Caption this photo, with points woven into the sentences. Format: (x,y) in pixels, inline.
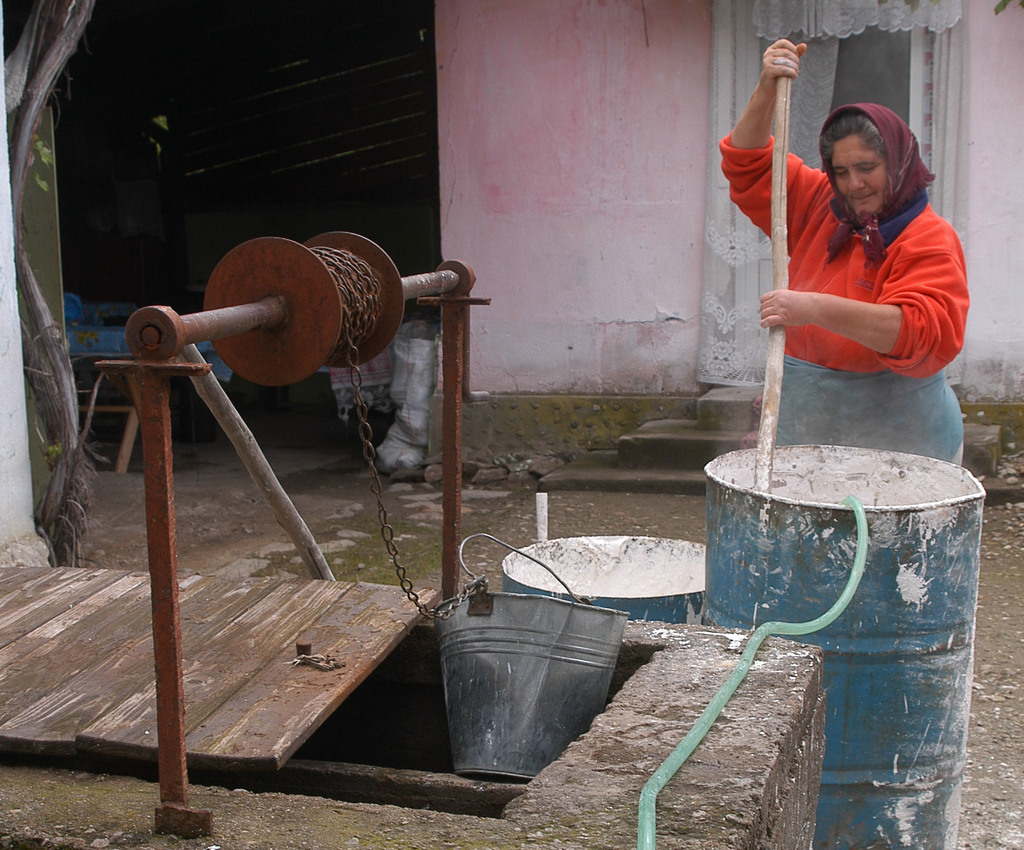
In this picture we can see a woman (790,385) holding a stick (778,381) in her hand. We can see few drums (519,590), bucket (517,607), wheel (317,306), chain (366,306), pipe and a tank (715,728). There is a bag (427,357) and other objects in the background (151,213). We can see a building (736,42), door (807,43) and a curtain (757,9).
